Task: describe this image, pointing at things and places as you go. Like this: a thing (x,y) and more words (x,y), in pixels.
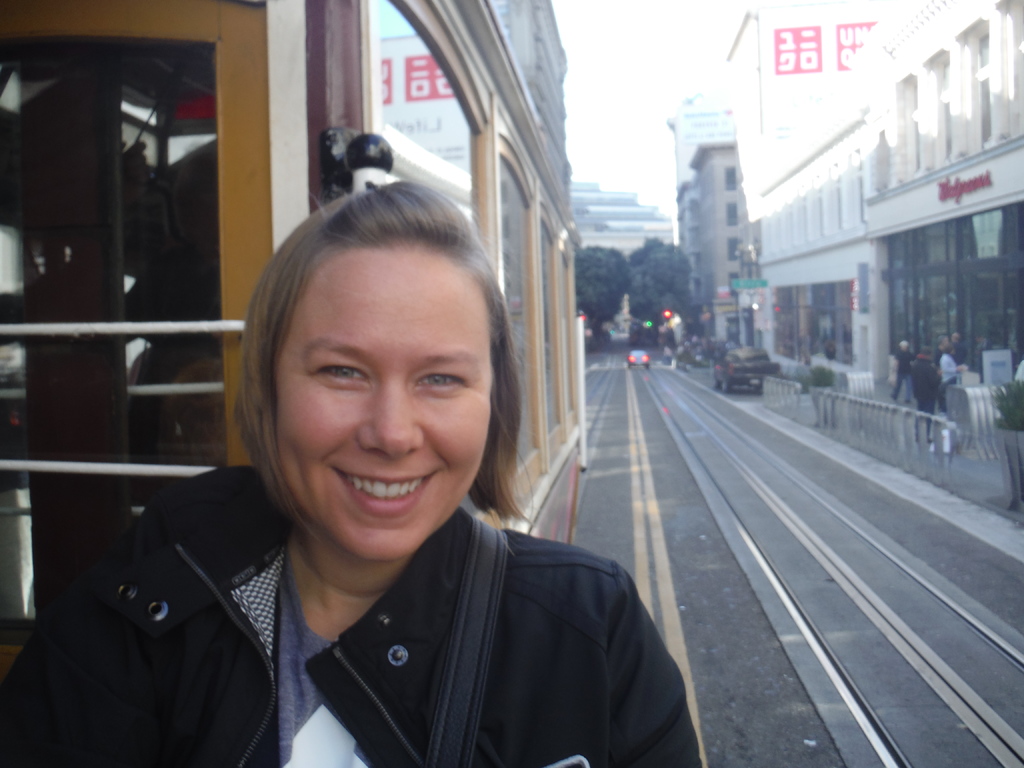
In this image, at the left side (165,645) we can see a woman (370,538), she is standing and she is smiling, at the right side (931,235) there are some buildings (903,224) and there are some people (920,385) walking on the path (881,393), we can see some trees (629,282).
